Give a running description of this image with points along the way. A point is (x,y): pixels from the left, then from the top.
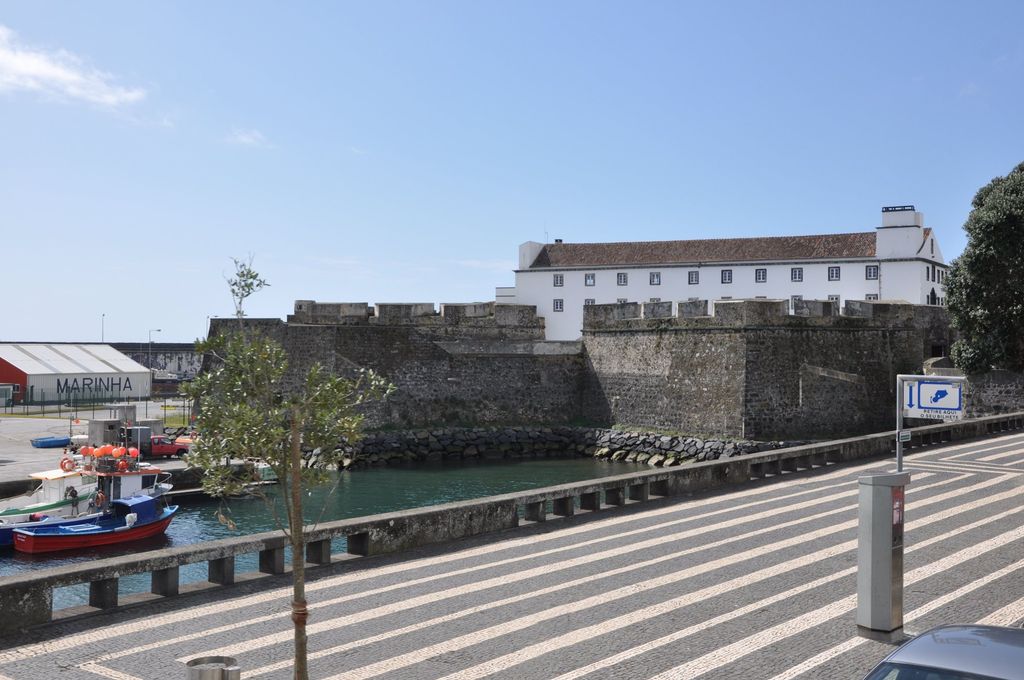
There is a building (799,286) with the windows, this is a tree (976,285), this is water (383,489) and a sky (530,132), this is boat (87,531) and a road (741,598).
